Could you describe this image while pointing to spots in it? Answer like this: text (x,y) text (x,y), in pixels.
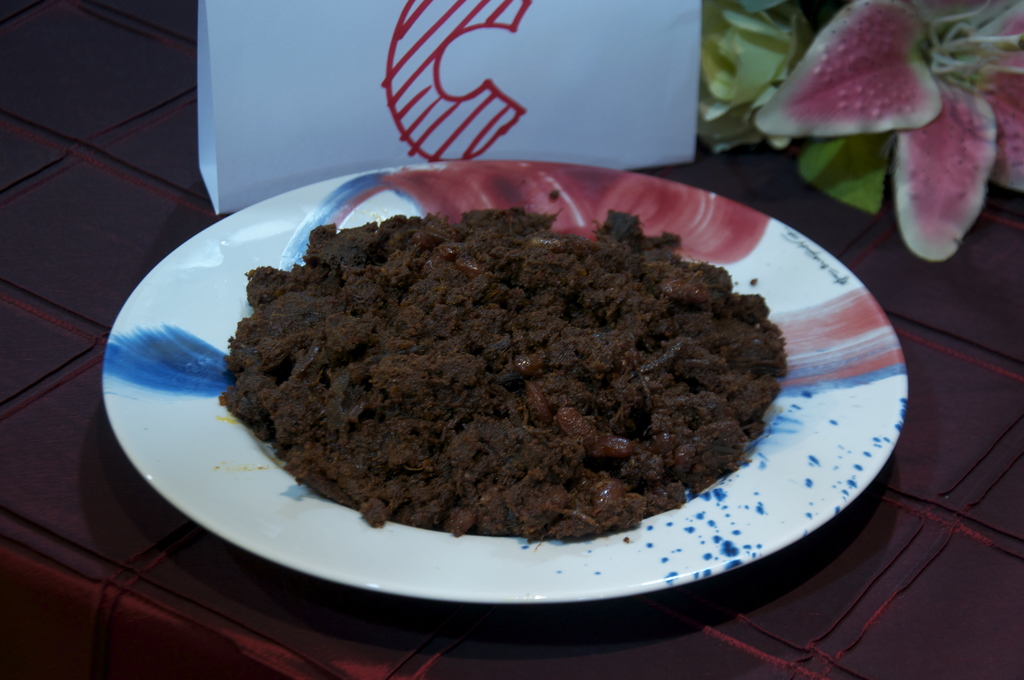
In this image I can see there is some food (456,352) placed in the plate (688,217) and there is an artificial flower (851,80) in the background (830,87). They are placed on the table (121,677).
